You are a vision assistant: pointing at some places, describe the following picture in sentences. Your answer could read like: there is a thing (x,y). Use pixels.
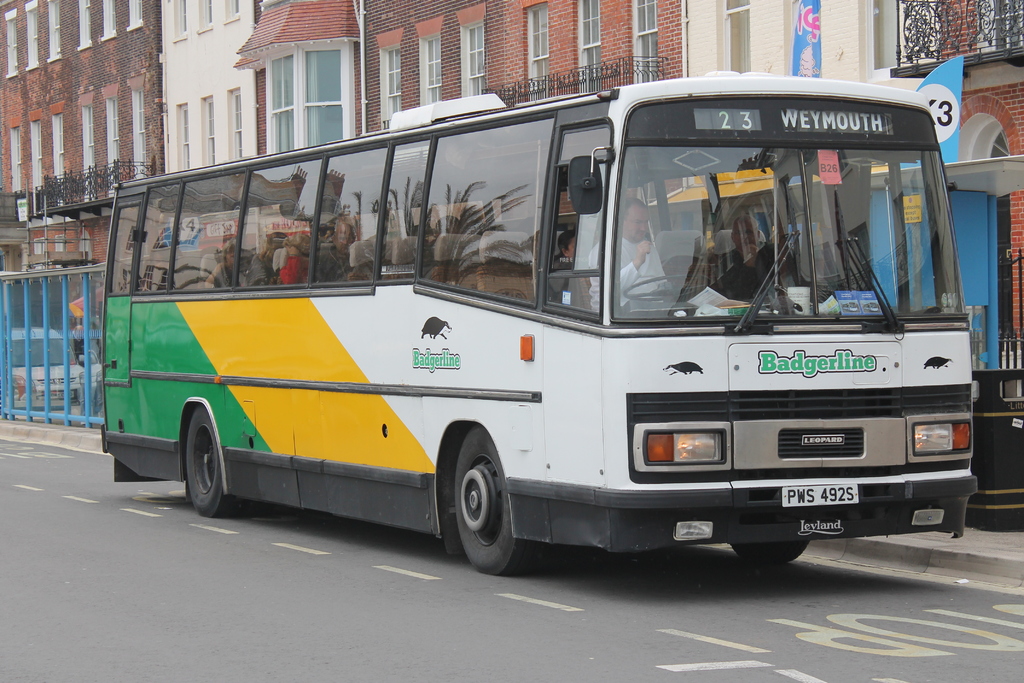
In the picture we can see a bus (639,410) on the road (174,650) and beside it, we can see the buildings (156,110) with windows (142,96).
